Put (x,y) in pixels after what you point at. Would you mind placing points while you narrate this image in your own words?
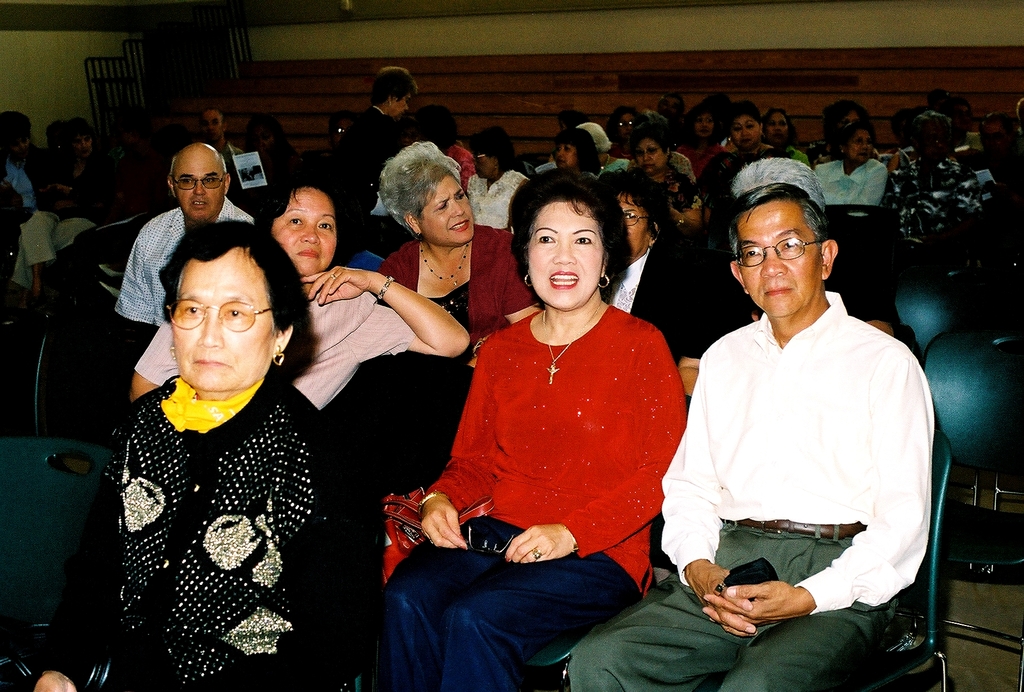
There are many people (282,196) sitting on the chairs (949,517). Some are wearing specs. In the back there is a wall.
